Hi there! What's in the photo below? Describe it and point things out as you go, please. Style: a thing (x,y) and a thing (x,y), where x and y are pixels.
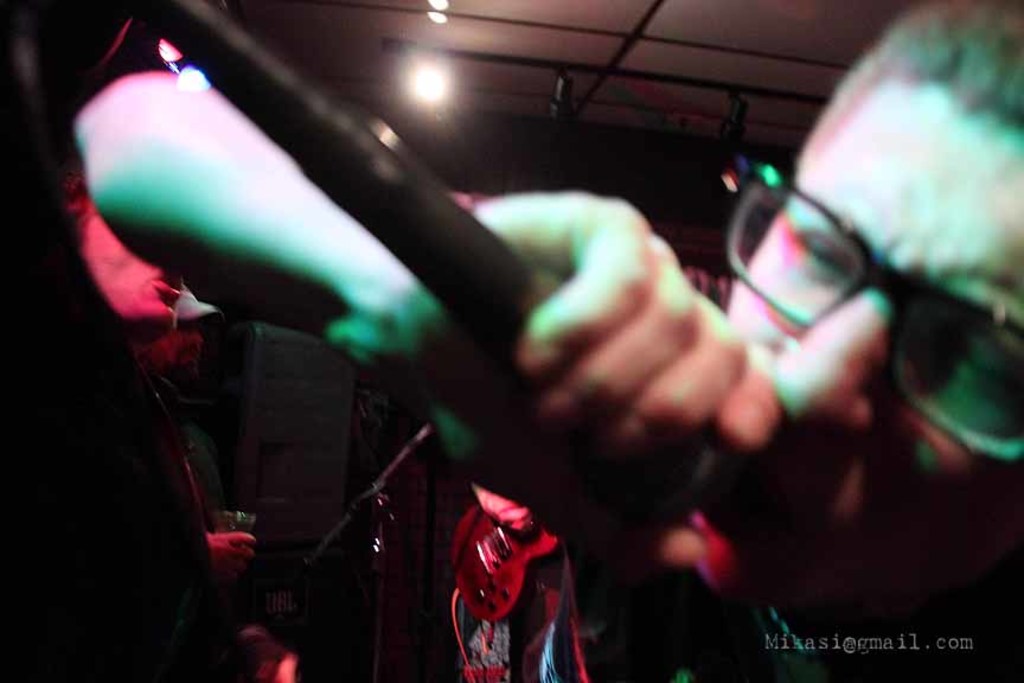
In this image we can see a person (825,389) wearing spectacles (780,268) singing a song by using mic (231,53). On the backside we can see a person (117,609) standing, a person (132,531) holding a glass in his hand (212,546) and a person (485,648) holding a guitar (494,607). On the backside (642,92) we can see a roof (650,113), lights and a wall (590,123).
